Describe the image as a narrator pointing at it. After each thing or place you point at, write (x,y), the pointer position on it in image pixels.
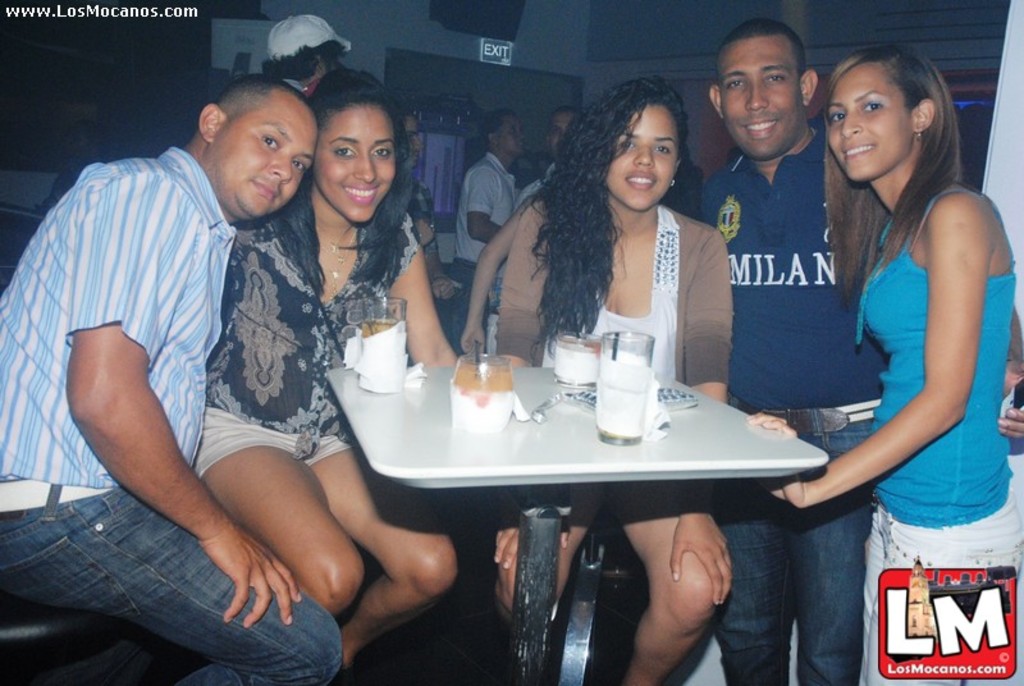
In this picture we can see three people (330,311) sitting on the chairs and two people (821,385) standing in front of the table (529,394) on which there are some glasses (477,396) and some things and behind are some people (512,142) standing.
